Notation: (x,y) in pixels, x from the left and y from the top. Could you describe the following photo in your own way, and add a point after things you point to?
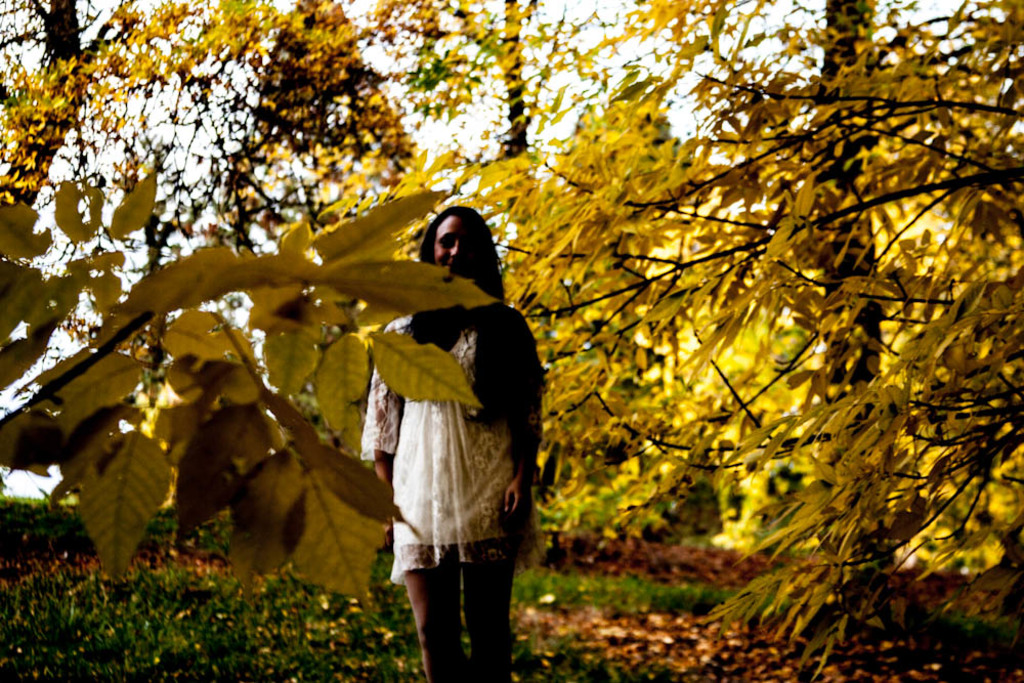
In this image we can see a woman (486,444) and she is smiling. Here we can see plants (554,602), dried leaves (724,582), and trees (755,291). In the background (441,144) there is sky (194,0).
